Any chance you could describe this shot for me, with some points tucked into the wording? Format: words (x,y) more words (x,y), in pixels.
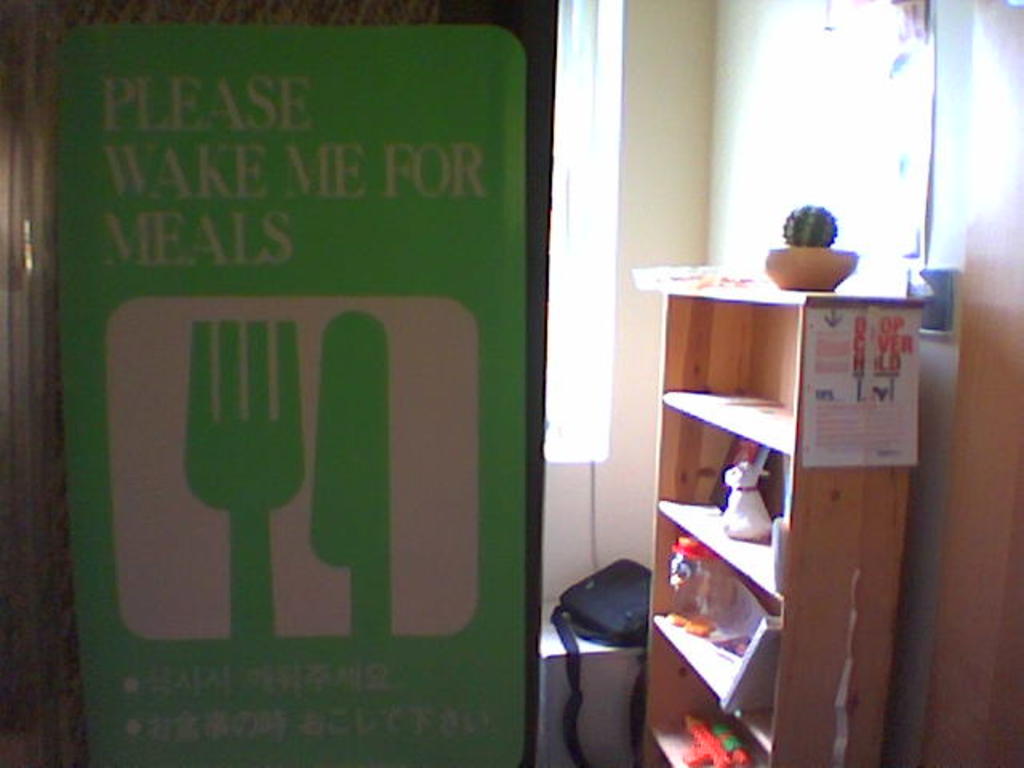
In this picture I can observe a green color board (105,363) fixed to the wall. There is text (190,677) on the board (171,338). On the right side (790,701) I can observe a shelf (731,344). There is a black color bag (600,606) beside the shelf (699,319). In the background (620,350) there is a wall (649,247).
